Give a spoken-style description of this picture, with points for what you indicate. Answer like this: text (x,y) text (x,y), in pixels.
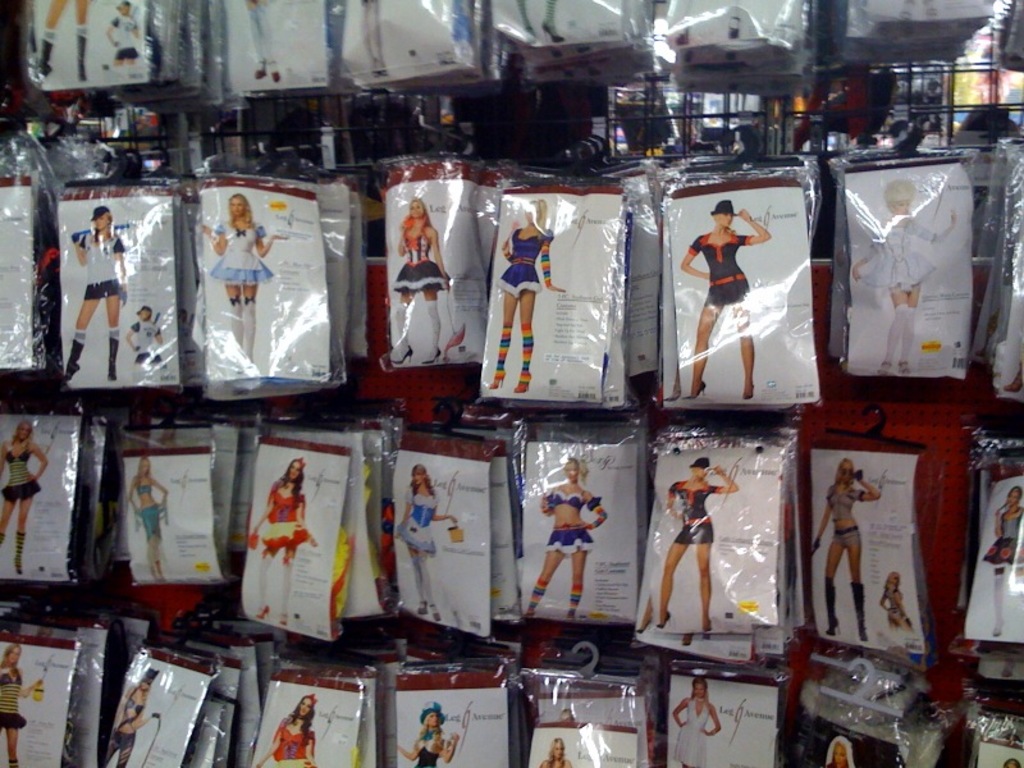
In this image we can see pictures (276,740) of persons (277,758) on the packets (594,421).
